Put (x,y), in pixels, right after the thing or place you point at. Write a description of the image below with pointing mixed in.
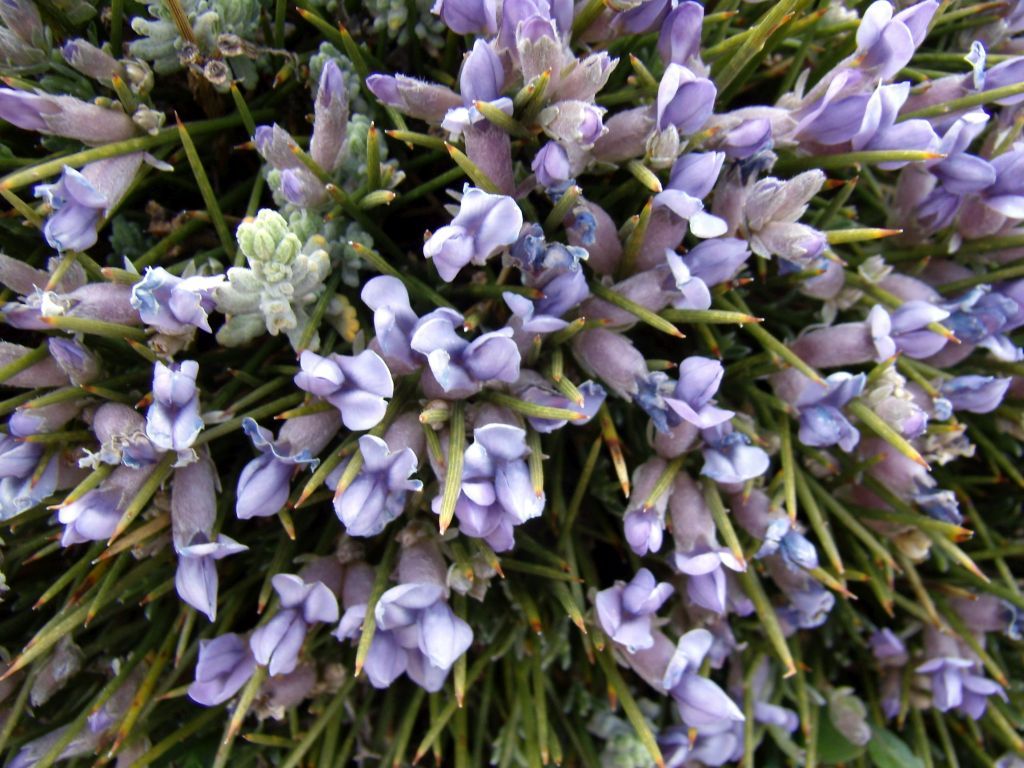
Here I can see some plants (610,507) along with the flowers (378,381) and buds (321,185) which are in violet color.
